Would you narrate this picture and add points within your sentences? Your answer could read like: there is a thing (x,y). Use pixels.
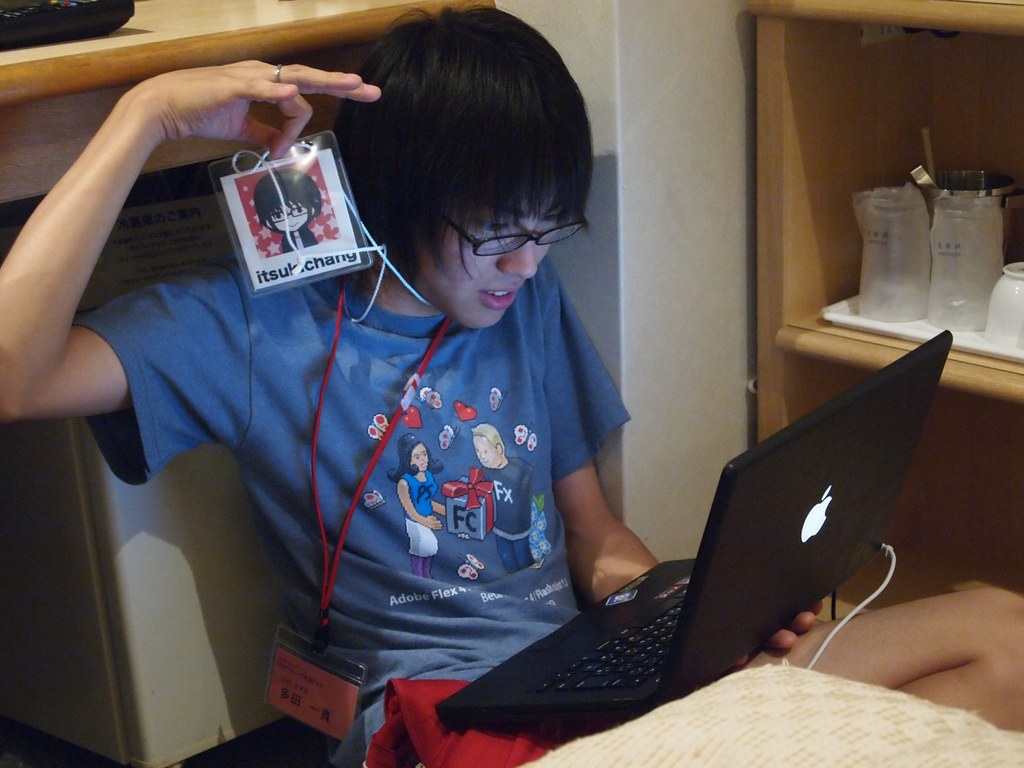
On the left side (338,419), there is a person (94,183) in a blue color T-shirt (218,385), holding a laptop (749,502) with a hand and holding a badge (292,168) with the other hand (281,156) and smiling. Beside him, there is a pillow (861,746). In the background (984,245), there are two bottles (999,244) and a cup (1023,283) arranged on a tray (847,304), which is placed on a shelf (839,292) and an object (72,16) on a table (180,34).
